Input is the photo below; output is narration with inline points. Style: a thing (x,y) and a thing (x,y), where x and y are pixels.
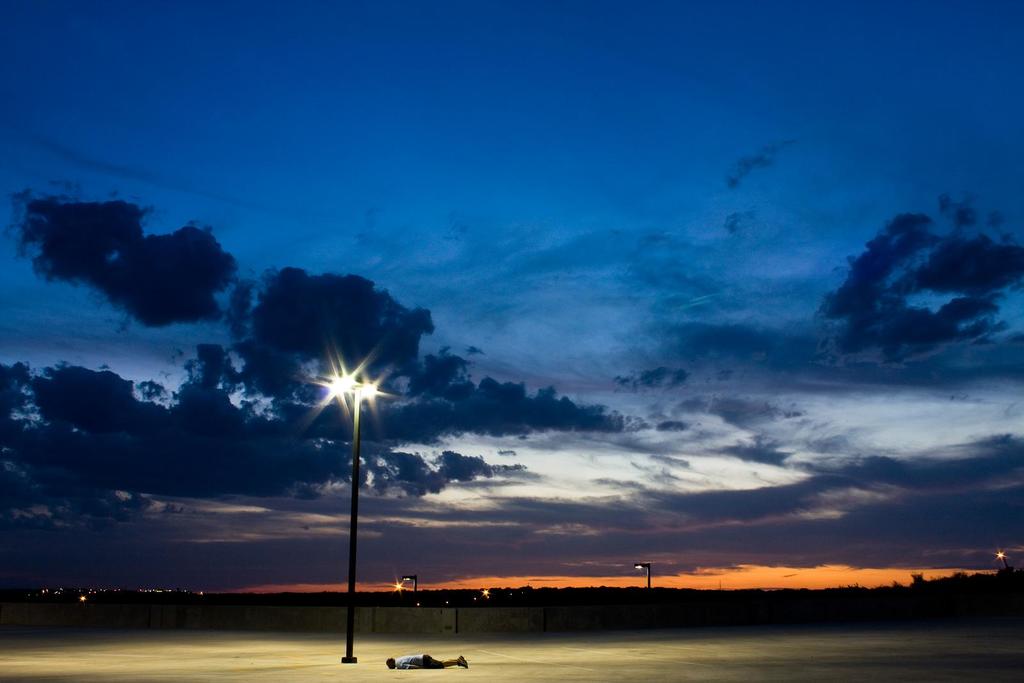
This image consists of a parking lot (214,658). There is a man (408,662) sleeping on the ground (366,674). Beside him, there is a pole (360,379) along with lights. At the top (643,81), there are clouds (642,429) in the sky (172,157). In the background (334,621), there is a wall (372,612).
